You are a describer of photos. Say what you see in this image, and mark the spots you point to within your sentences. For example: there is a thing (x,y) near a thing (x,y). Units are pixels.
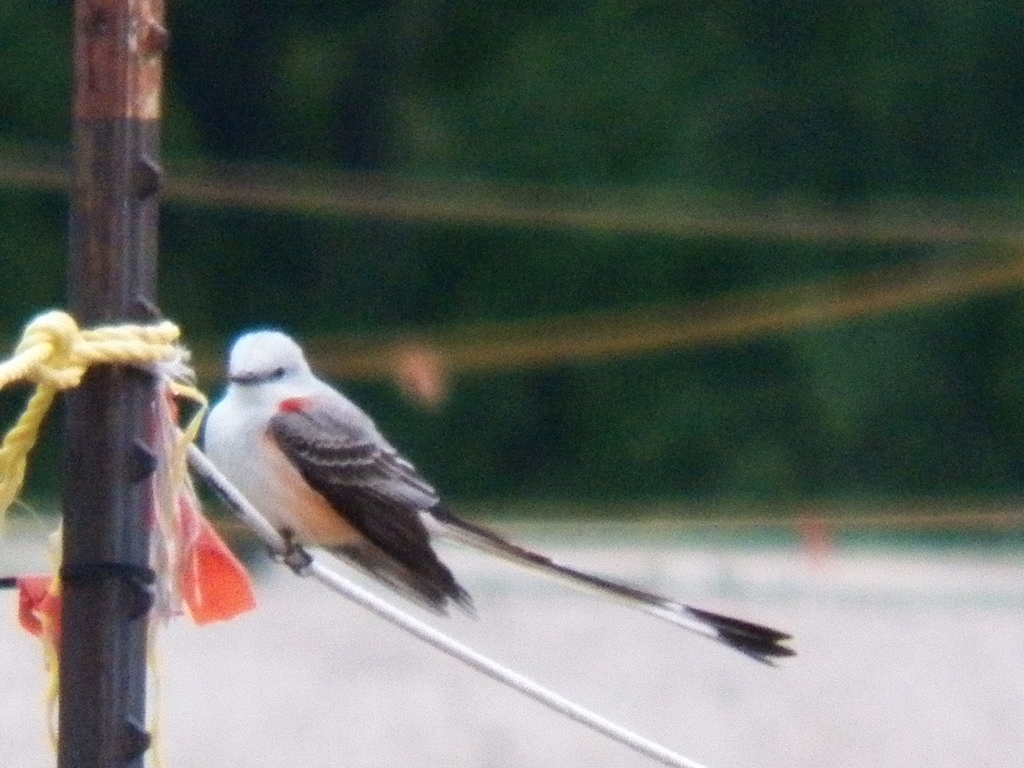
In this image, we can see a bird (329,535) on a white colored object (218,489). We can see a pole (108,319), a rope (170,451) and some cloth (230,573). We can also see the blurred background (765,759).
